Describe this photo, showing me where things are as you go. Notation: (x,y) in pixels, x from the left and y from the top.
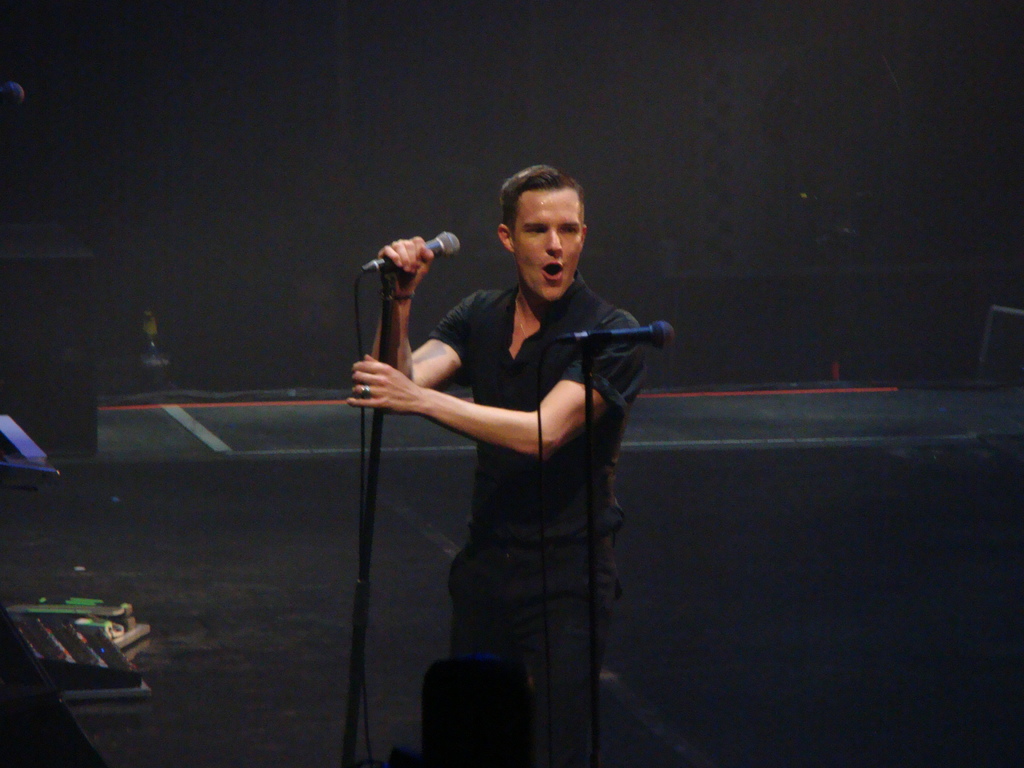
In this image there is a person (574,507) standing in front of the mics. In front of him there are few objects (21,439). In the background of the image (365,148) there is a wall (742,173). At the bottom of the image (828,640) there is a floor (844,663).
